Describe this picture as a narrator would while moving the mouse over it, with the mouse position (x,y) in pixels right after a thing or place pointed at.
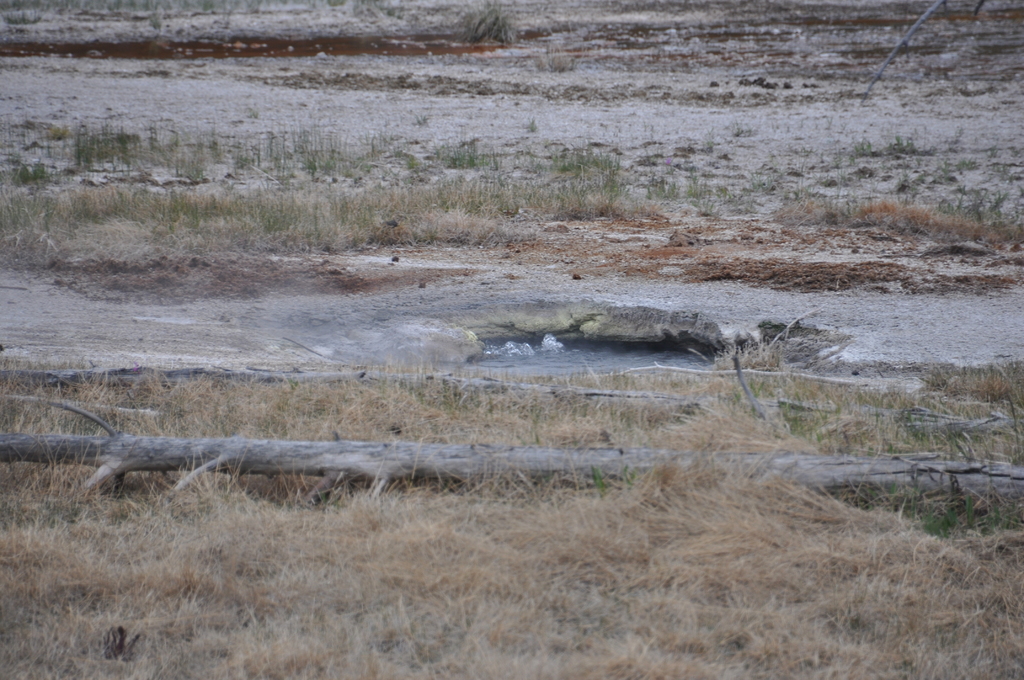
In this image we can see dried grass (588,520), water (512,354) and branch (598,460).
